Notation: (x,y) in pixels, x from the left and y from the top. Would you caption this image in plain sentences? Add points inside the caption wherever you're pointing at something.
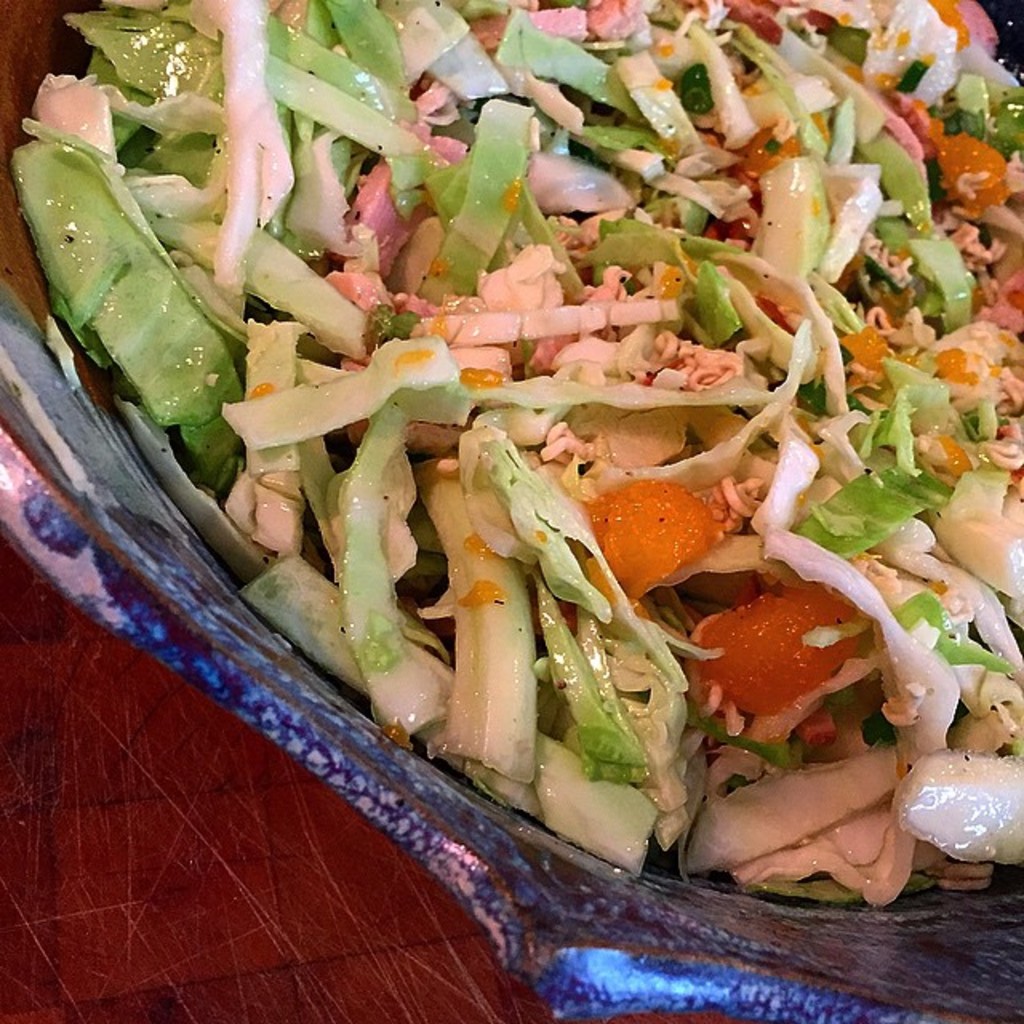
In this picture we can see some eatable item (680,387) is placed in a bowl (782,941).
